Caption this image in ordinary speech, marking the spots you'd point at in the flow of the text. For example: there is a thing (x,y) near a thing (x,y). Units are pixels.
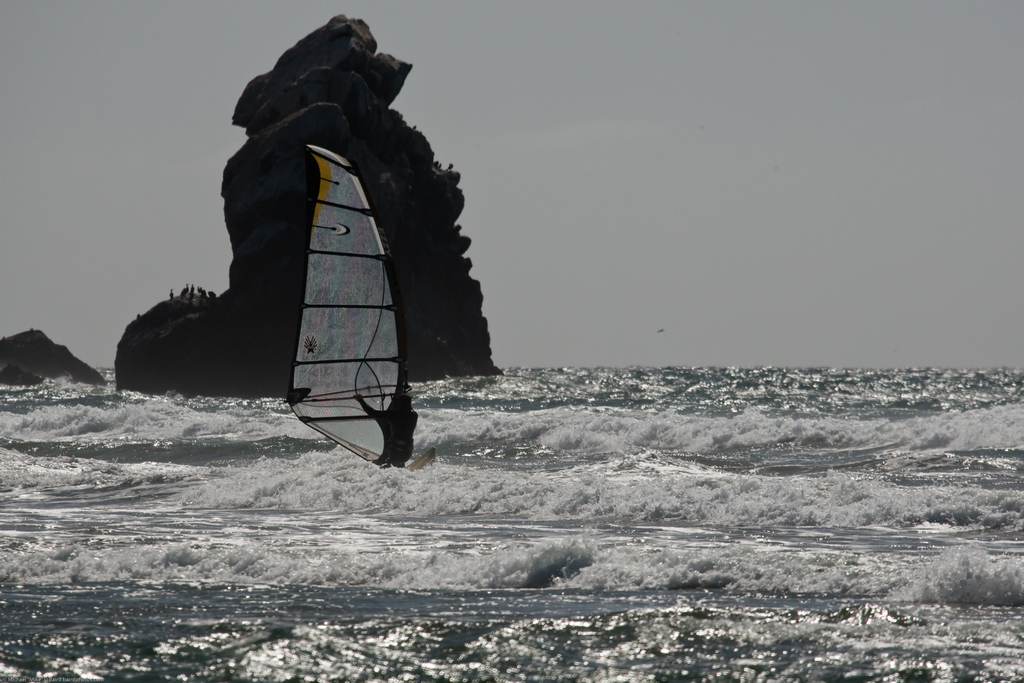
In the image in the center (445,258) we can see water (490,428), hill (419,302) and sail (323,189). In the background (545,17) we can see the sky (583,44).
